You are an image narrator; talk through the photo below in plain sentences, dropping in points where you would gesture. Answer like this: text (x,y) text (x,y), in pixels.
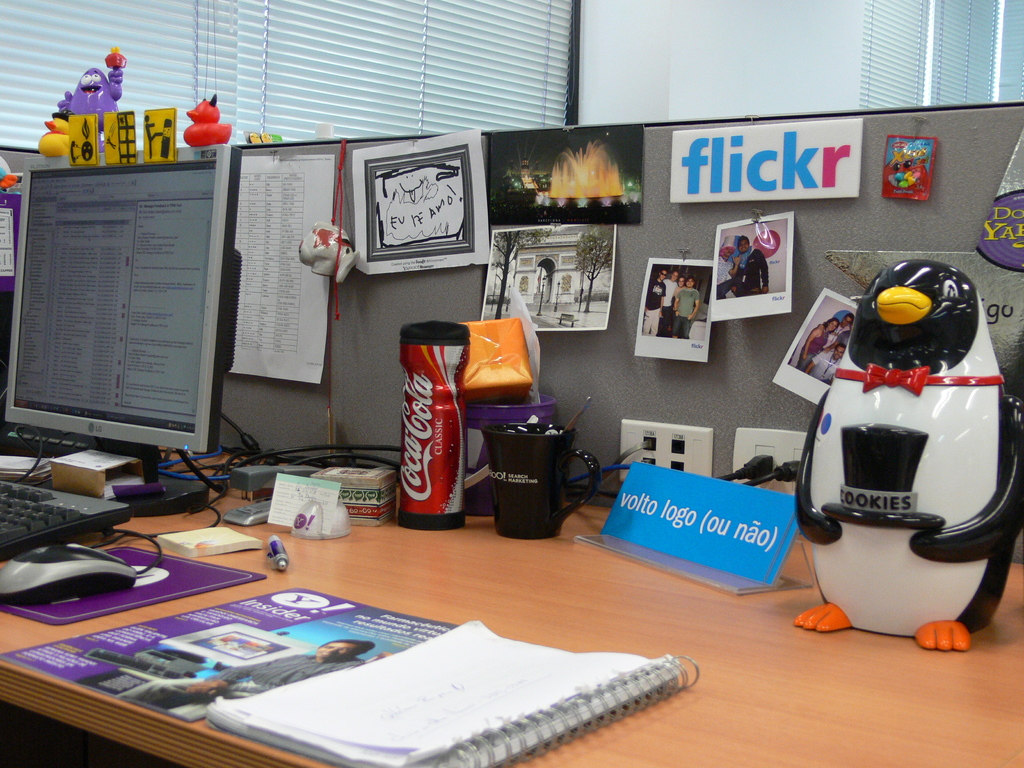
There is a table (598,585) in this picture on which some books (352,680), pamphlets (248,639), name plates (668,528), toys (839,489), cups (538,489), bottles (423,370) and some papers (296,290) are placed. There is a monitor (67,381), keyboard (75,494) and mouse (118,573) here. In the background (349,62) there is a curtain (364,62) and a wall (671,64) here.
